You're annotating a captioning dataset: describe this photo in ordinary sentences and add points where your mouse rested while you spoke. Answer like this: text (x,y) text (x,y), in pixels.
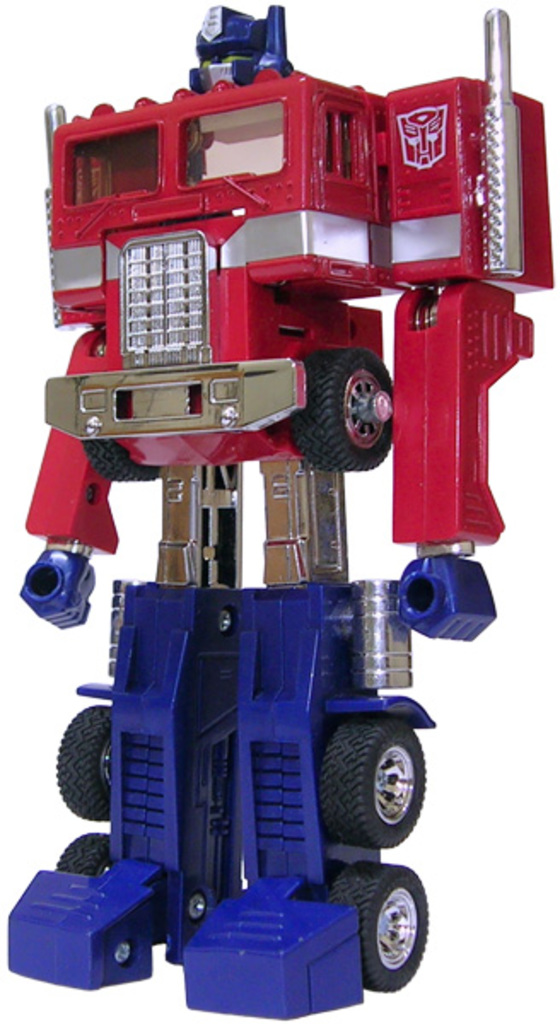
This is a toy (176,726). Here we can see tires (354,777).
